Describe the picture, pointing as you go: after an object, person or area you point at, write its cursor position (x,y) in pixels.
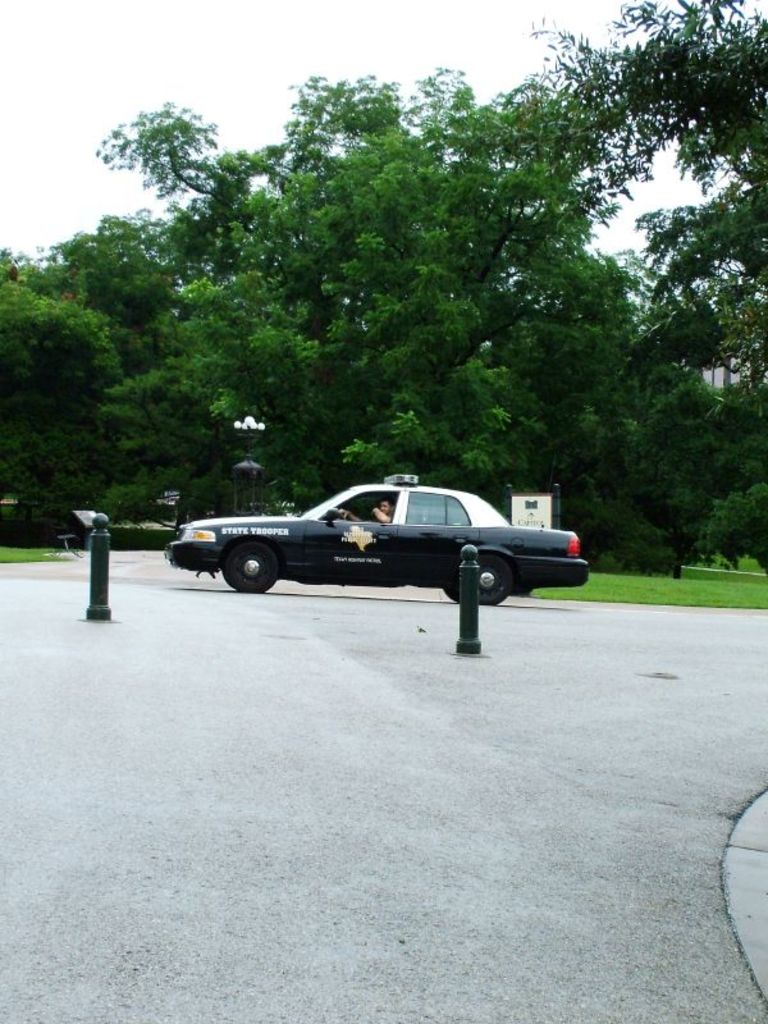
In the image there is a car (378,540) with a man (386,520) inside it on road (364,698), in front of it there are two poles (100,614) and behind it there are trees (389,365) on the grass land (600,589) and above its sky (152,55).
